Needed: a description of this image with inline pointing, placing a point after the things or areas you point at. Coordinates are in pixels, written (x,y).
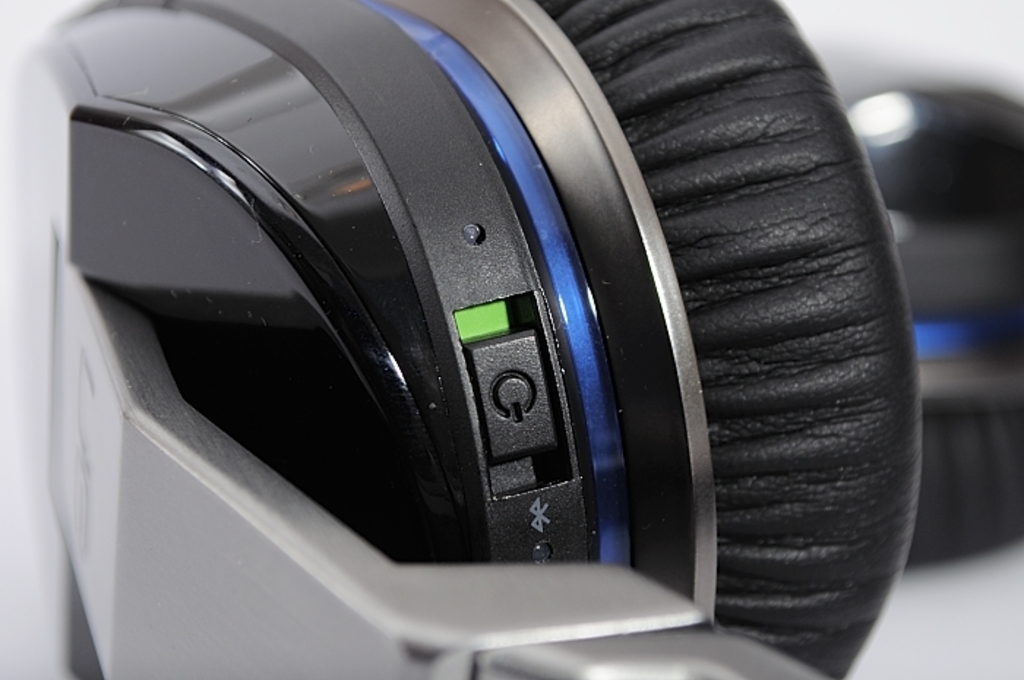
In the picture we can see a part of a headset (161,405) with a speaker (756,605) which is black in color and to it we can see a power button (524,381) with green color light (468,337).
